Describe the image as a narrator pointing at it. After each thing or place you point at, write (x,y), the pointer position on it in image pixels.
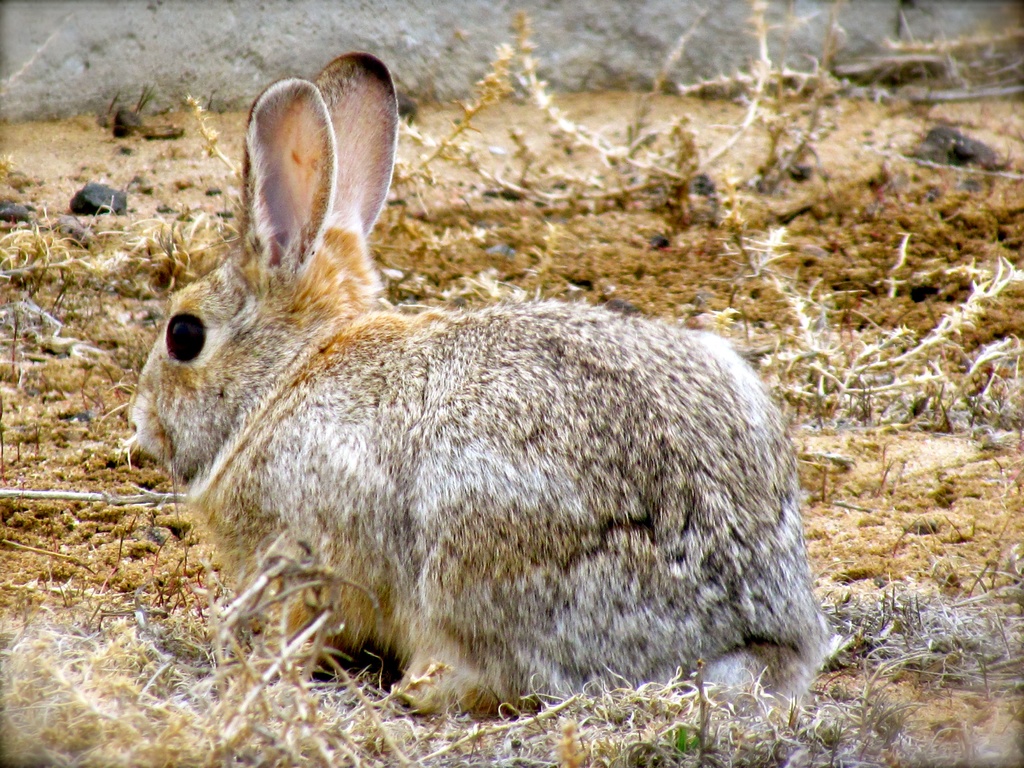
In this image, we can see a rabbit (369,339) which is on the surface of the earth (132,393).
